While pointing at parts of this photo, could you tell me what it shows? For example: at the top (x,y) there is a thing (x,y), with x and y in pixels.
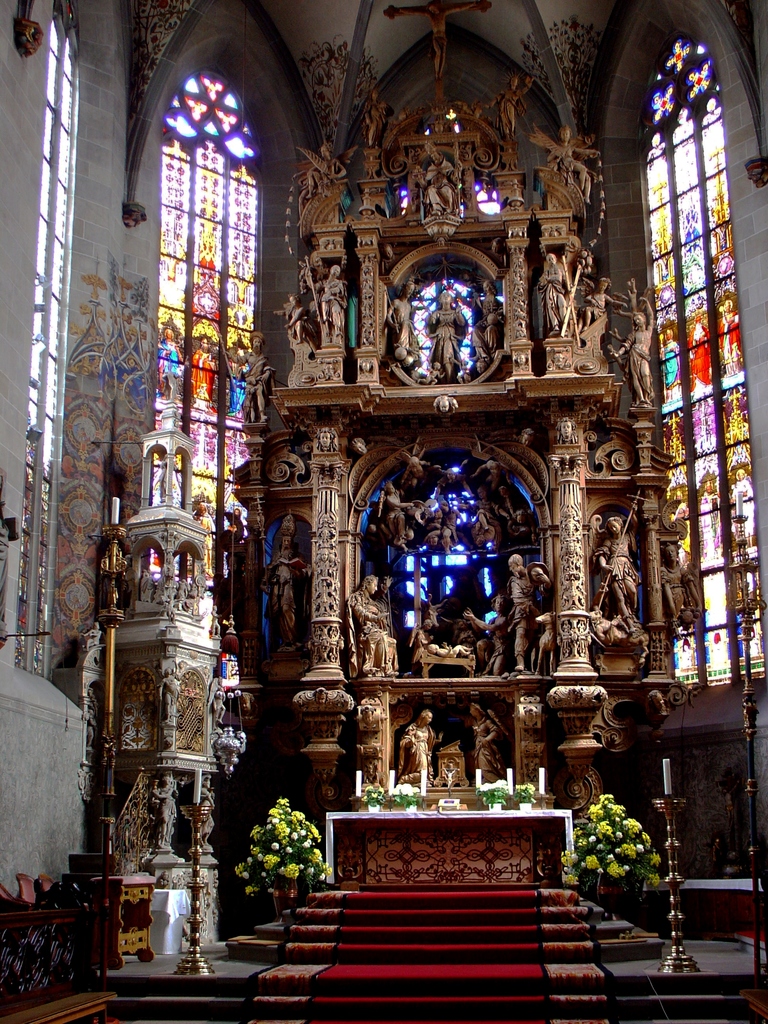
In this image I can see the interior part (190,272) of the building (183,398). Inside the building (183,398) I can see the statues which are in brown color. In-front of the statues (435,614) I can see the table (402,812) and some bouquets (411,792) on it. I can also see the stairs (409,933) in-front of the table (461,872). And there are two plants (277,889) to the side of the stairs (470,945) and I can see the yellow color flowers (290,860) to it. In the back (196,392) I can see the windows (253,201).
